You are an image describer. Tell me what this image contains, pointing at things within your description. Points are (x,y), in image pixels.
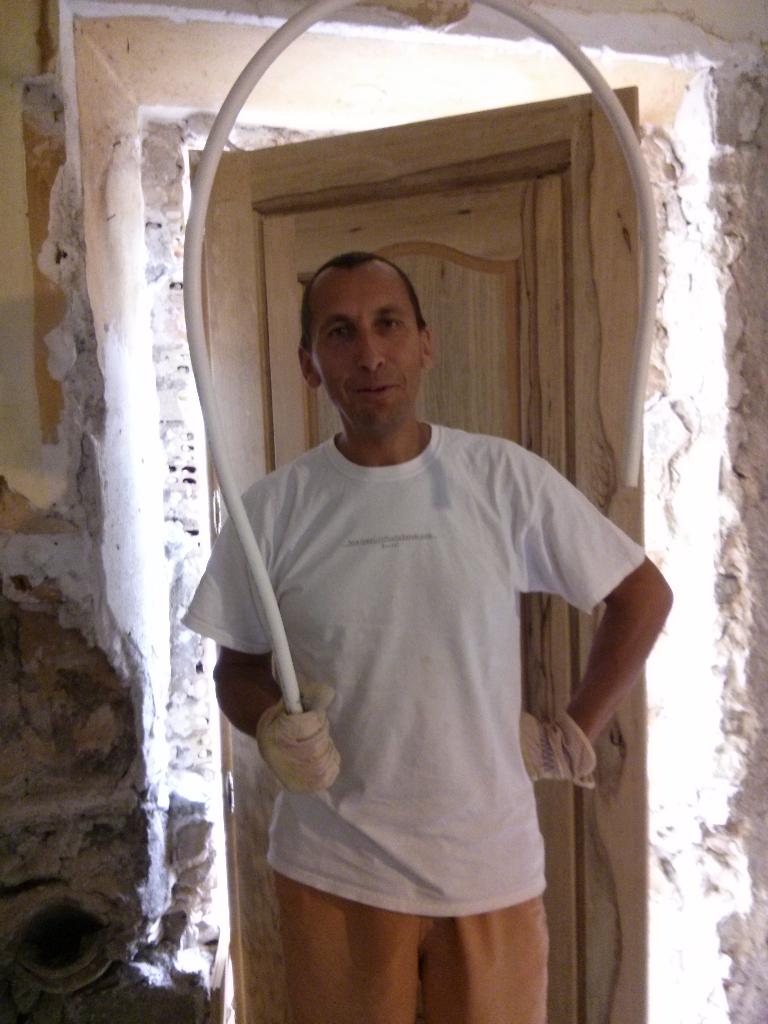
In the foreground of this image (421,752), there is a man (421,795) standing and wearing gloves (317,718) and holding a u shaped pipe (307,10) like an object (329,6). In the background (530,232), there is a wooden door (453,225) and the wall (86,228).
